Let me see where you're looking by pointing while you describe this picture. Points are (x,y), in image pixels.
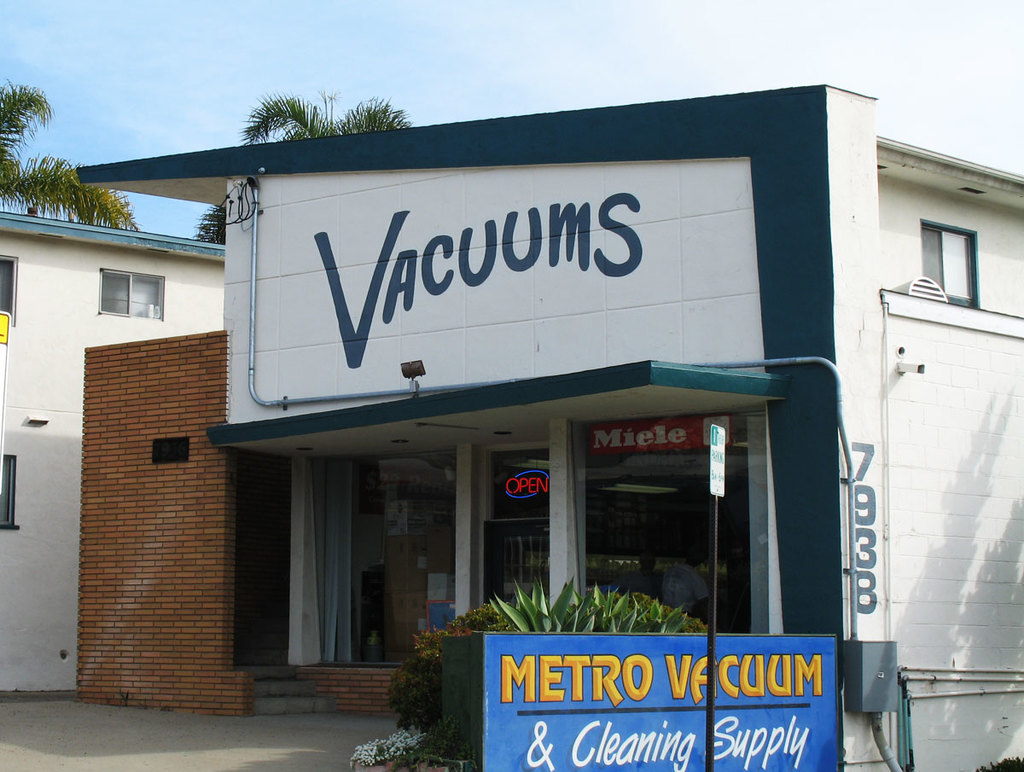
In this image in the center (605,319) there are houses (706,531) and also we could see some boards (633,650), glass windows (649,466), plants (535,594), pole (714,613) and some objects (911,678). At the bottom (62,738) there is walkway (211,742), and at the top of the image (210,69) there is sky (201,125).
